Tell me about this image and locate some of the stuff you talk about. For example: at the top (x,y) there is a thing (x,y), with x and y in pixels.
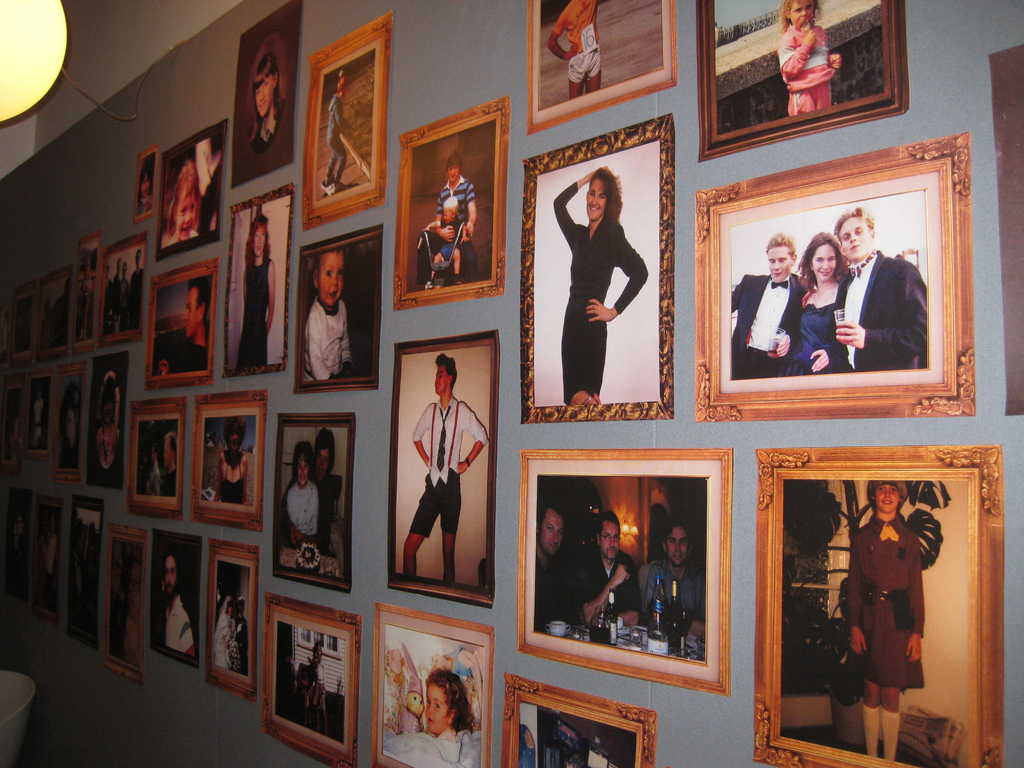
In the image we can see there are many frames (486,207), stick to the wall (513,179). In each frame (439,179) we can see there is photos (600,262) of people (449,215). This is a light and a cable wire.
